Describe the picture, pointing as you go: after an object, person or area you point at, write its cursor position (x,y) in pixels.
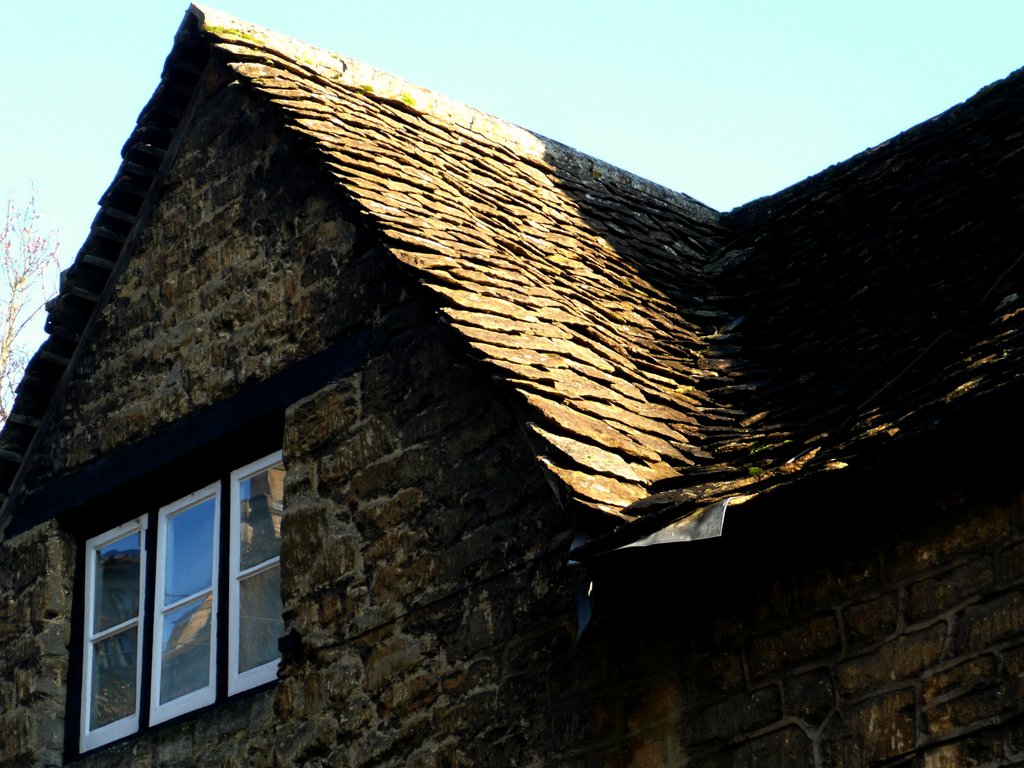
In the picture I can see a house (529,529) which has windows (207,614). In the background (96,40) I can see a tree (20,277) and the sky (94,135).
